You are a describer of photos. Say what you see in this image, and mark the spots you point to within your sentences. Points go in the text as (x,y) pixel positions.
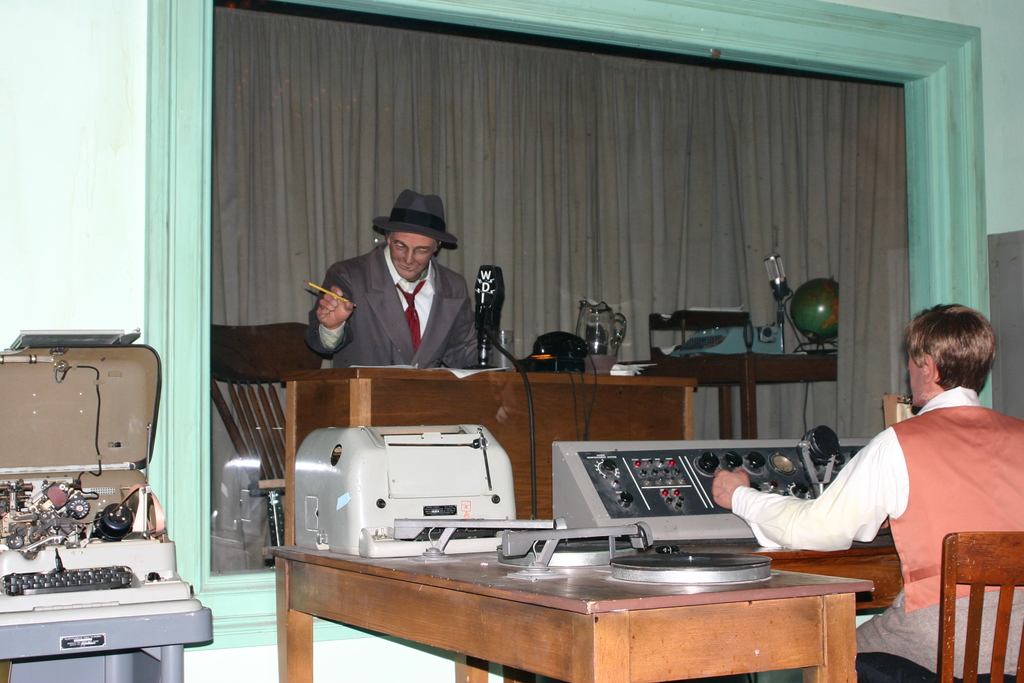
There are people (397,339) sitting on the chairs (962,569). One person (933,573) is operating an electronic device (654,471) and the other person (352,341) is holding the pen (347,300). This is the table (481,398) with paper (620,367), glass jar (584,331) and some other objects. This is the globe (832,325) and microphone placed on the table (723,355). This is another electronic device (119,511). These look like toys (906,513) that are not like real human (849,474).
